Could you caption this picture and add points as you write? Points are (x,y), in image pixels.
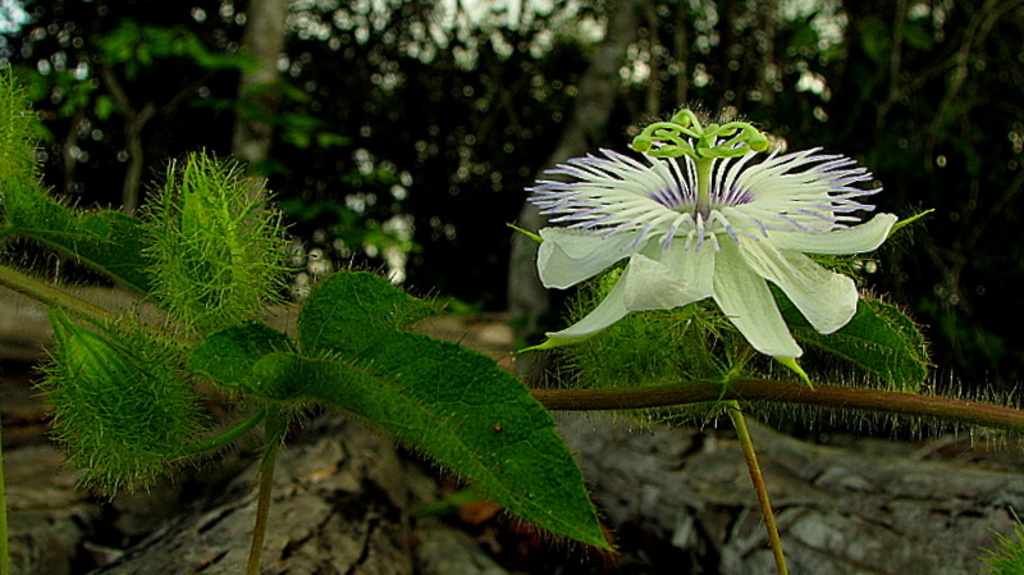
In this image we can see flowers (654,269), plants (803,320), trunks (626,43), trees (574,102), and the background (483,179) is blurred.
